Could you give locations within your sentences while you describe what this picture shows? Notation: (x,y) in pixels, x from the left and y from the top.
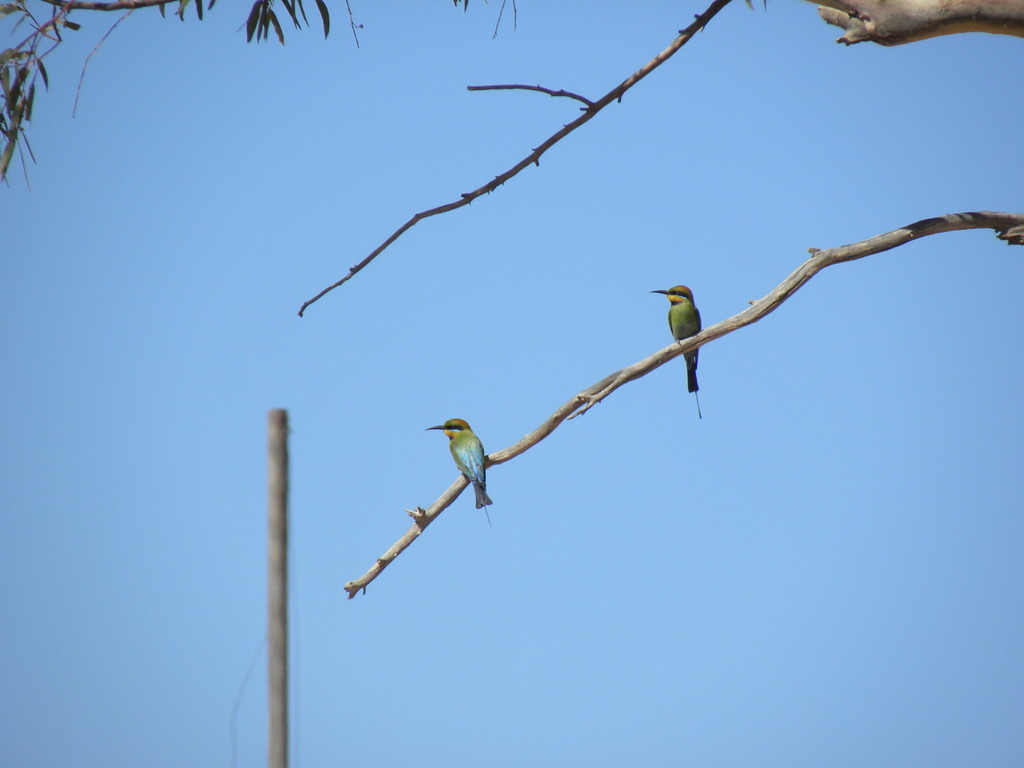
In the center of the image (658,356) we can see branches (839,39) with leaves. On one of the branches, we can see two birds (688,334). In the background (442,345), we can see the sky (223,391) and a pole (267,607).
